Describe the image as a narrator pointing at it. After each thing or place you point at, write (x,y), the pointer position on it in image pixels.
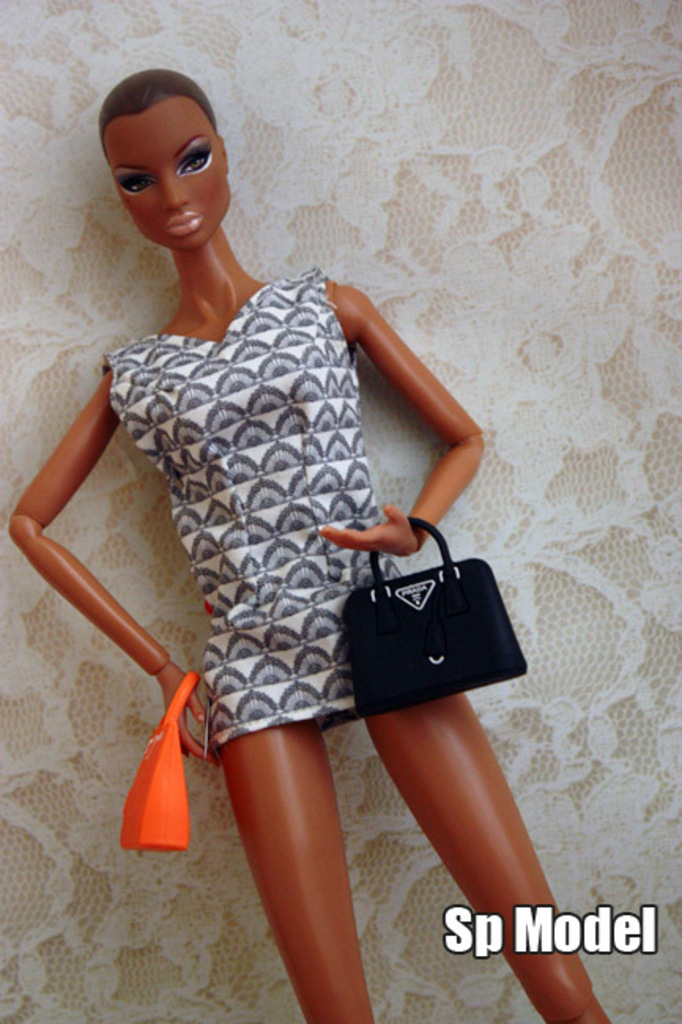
This picture contains a barbie doll (217,714) which is wearing white dress (219,399) and the doll (394,541) is carrying orange bag (154,798) in one hand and black bag (390,594) on the other hand (400,535). Behind the doll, we see a wallpaper (547,691) which is white in color.
